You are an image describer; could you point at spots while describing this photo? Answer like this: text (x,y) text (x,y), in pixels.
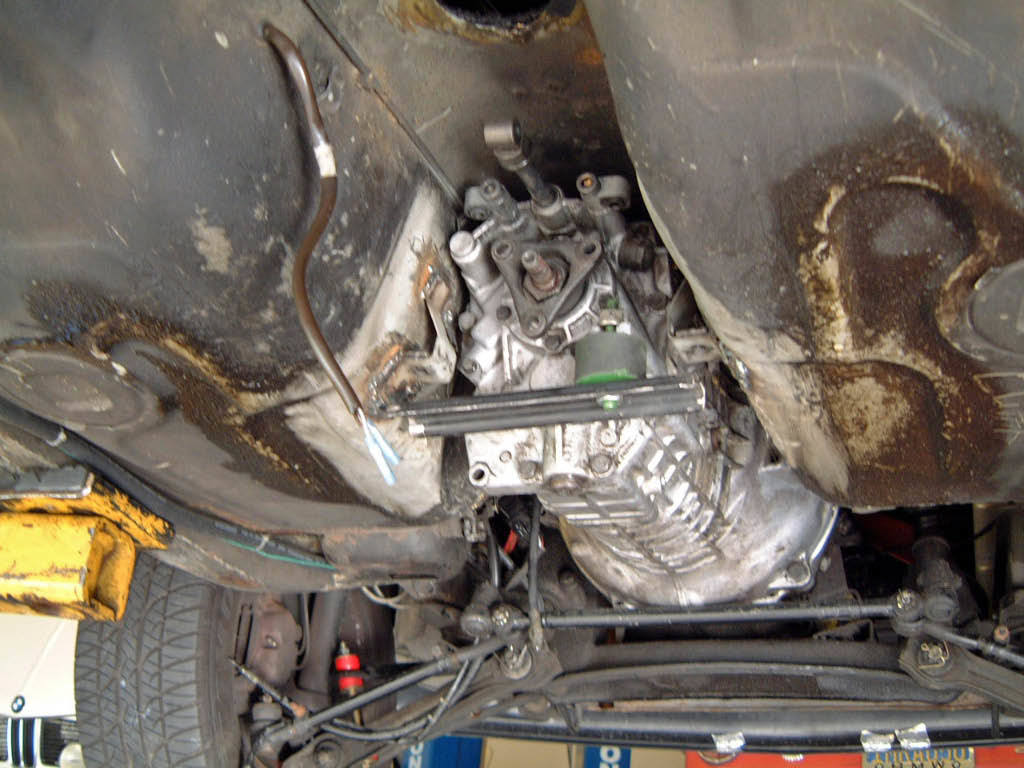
In this image we can see internal parts (628,568) of a vehicle (551,663).
